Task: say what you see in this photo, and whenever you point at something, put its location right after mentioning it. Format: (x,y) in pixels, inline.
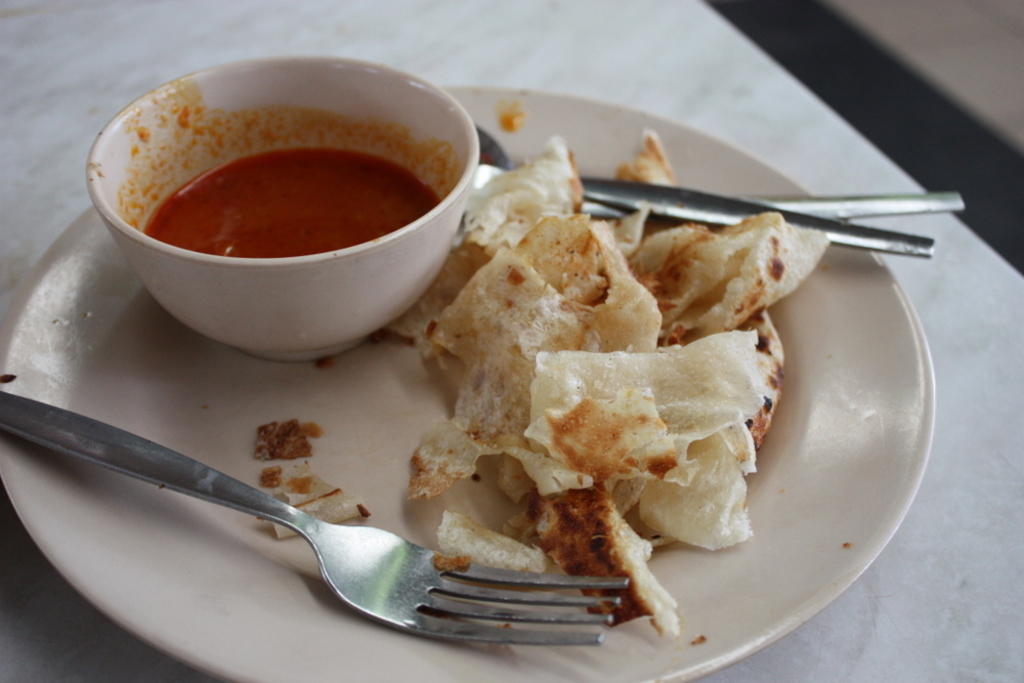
These are the food items (620,394) in a white color plate (683,585), there is a bowl (415,275), on the left side (18,406) it is the stainless steel fork (18,406).
